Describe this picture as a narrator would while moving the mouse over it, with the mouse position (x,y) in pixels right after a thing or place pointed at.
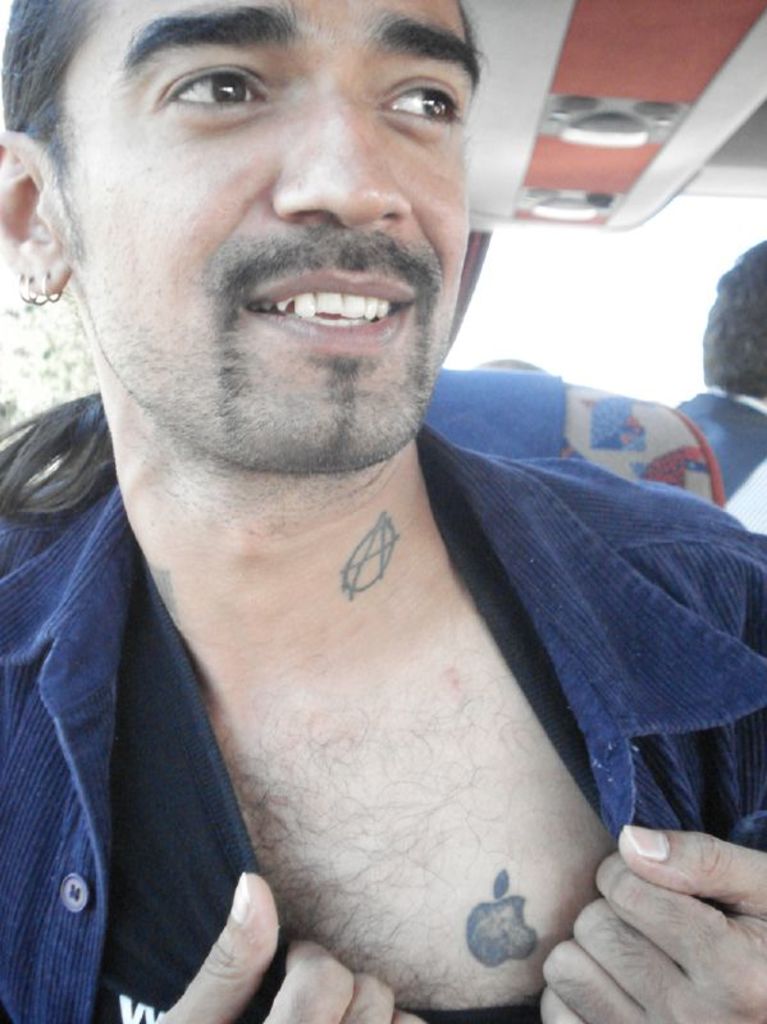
In this image, we can see a person (225,601) sitting on a seat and smiling. We can see tattoos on his body (370,771). In the background (559,244), we can see glass objects (565,254). On the right side of the image (733,390), we can see a head (751,380) of a person (743,345) and luggage rack (674,145) with steel objects (579,143).
